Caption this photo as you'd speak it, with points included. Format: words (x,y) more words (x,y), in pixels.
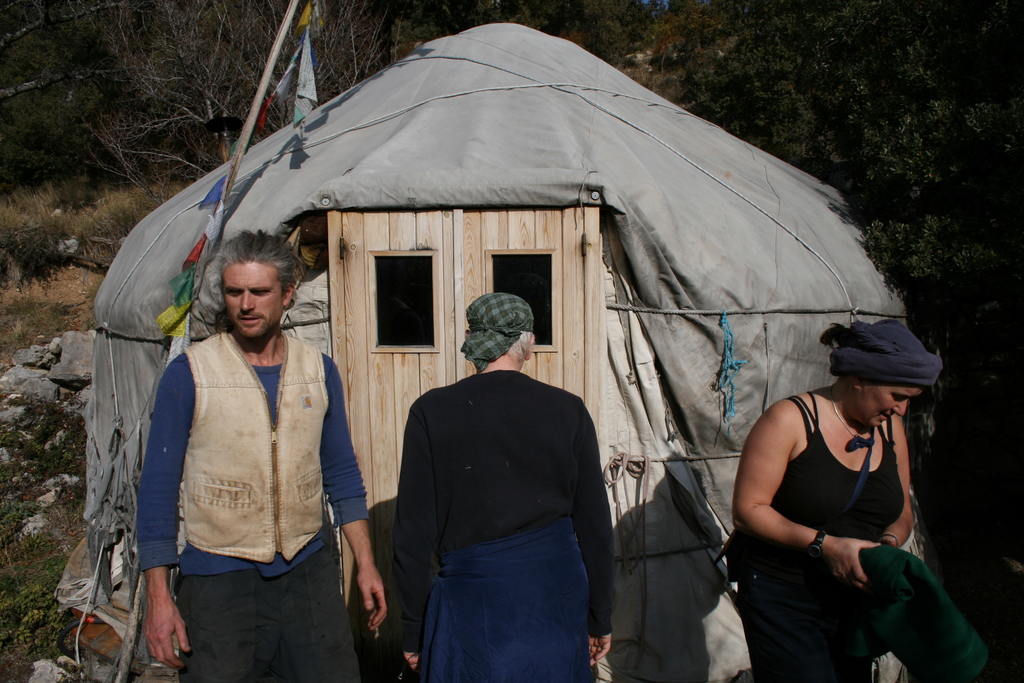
In the image I can see three people (520,418) are standing among them the woman (826,538) on the right side (879,572) is holding an some object (871,561) in hands (865,574). In the background (552,265) I can see a house (444,257), trees (634,31), the grass (33,318) and some other objects (76,569).
